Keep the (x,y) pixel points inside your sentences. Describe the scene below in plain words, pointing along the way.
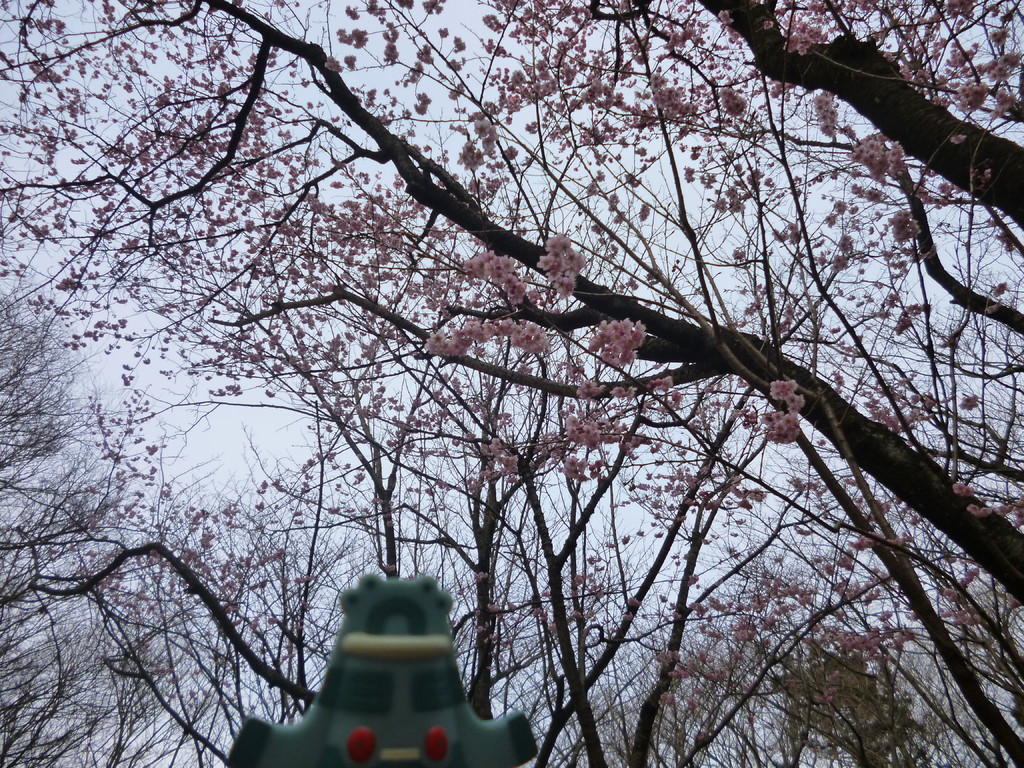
In this image there are few trees (592,429), a green color object (373,669) and the sky (422,368).
